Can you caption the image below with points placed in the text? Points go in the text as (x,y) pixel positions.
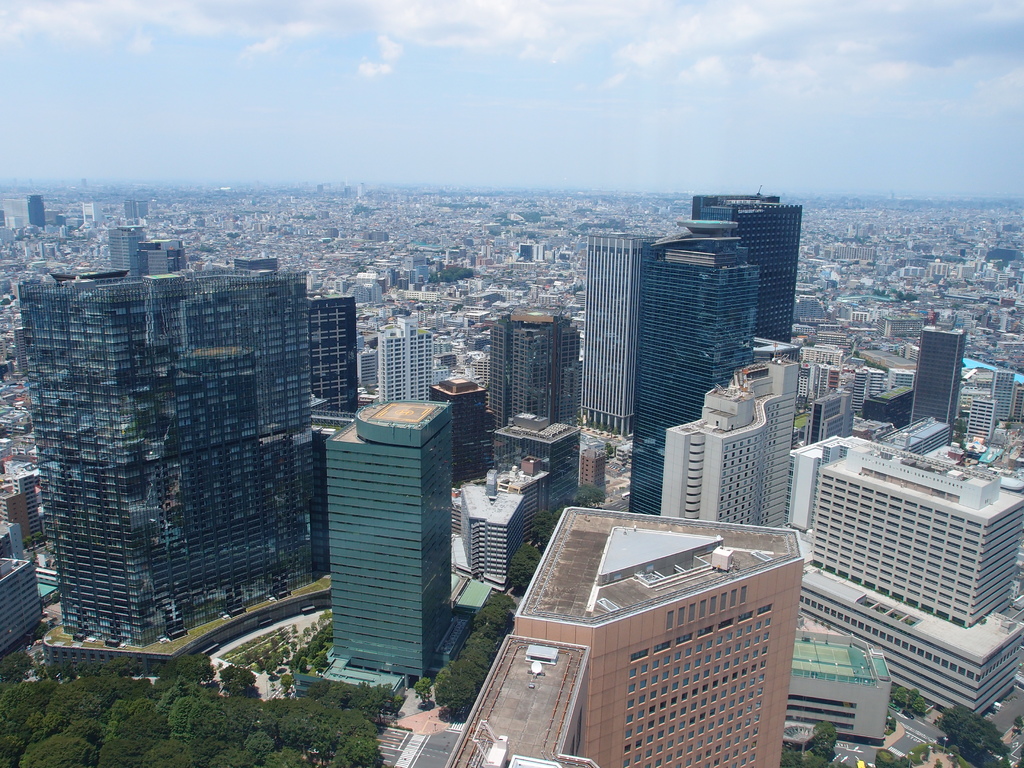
In this image we can see buildings (452,521), trees (71,698). At the top of the image (472,59) there is sky (442,119) and clouds (770,79).
